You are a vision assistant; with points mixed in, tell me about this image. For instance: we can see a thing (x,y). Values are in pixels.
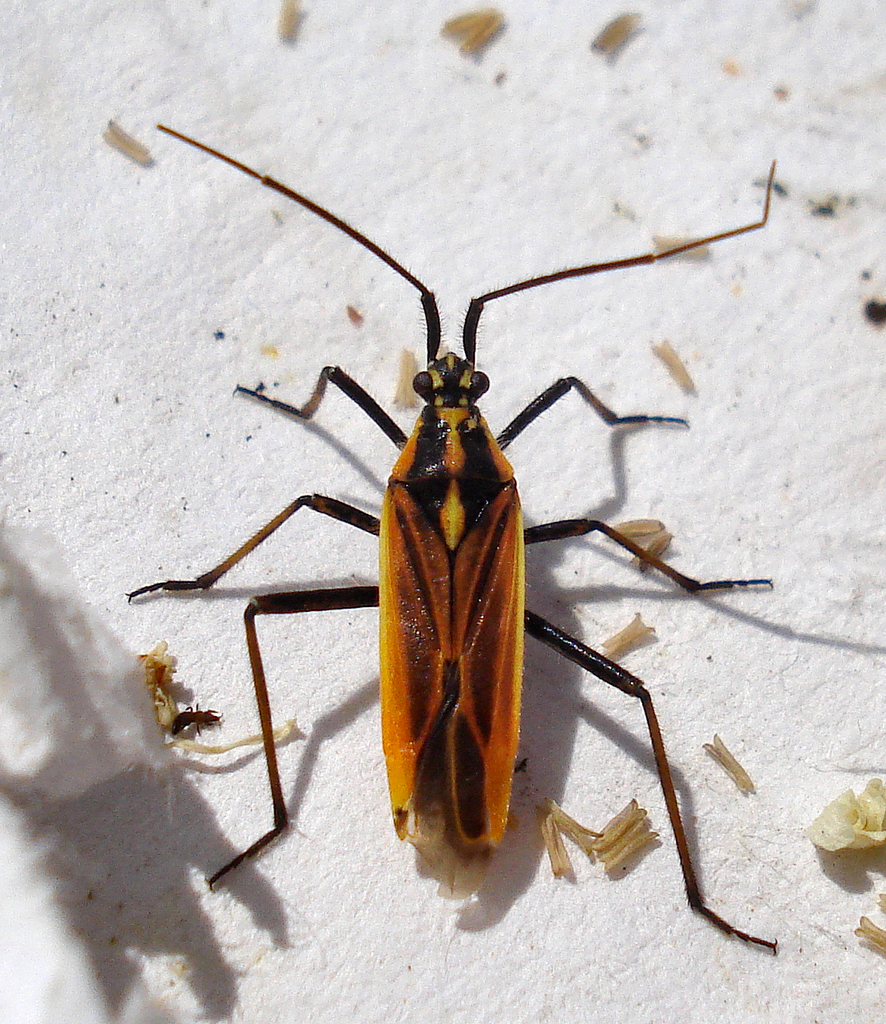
Here we can see an insect (481,427) and waste particles (352,320) on a platform (495,326).
